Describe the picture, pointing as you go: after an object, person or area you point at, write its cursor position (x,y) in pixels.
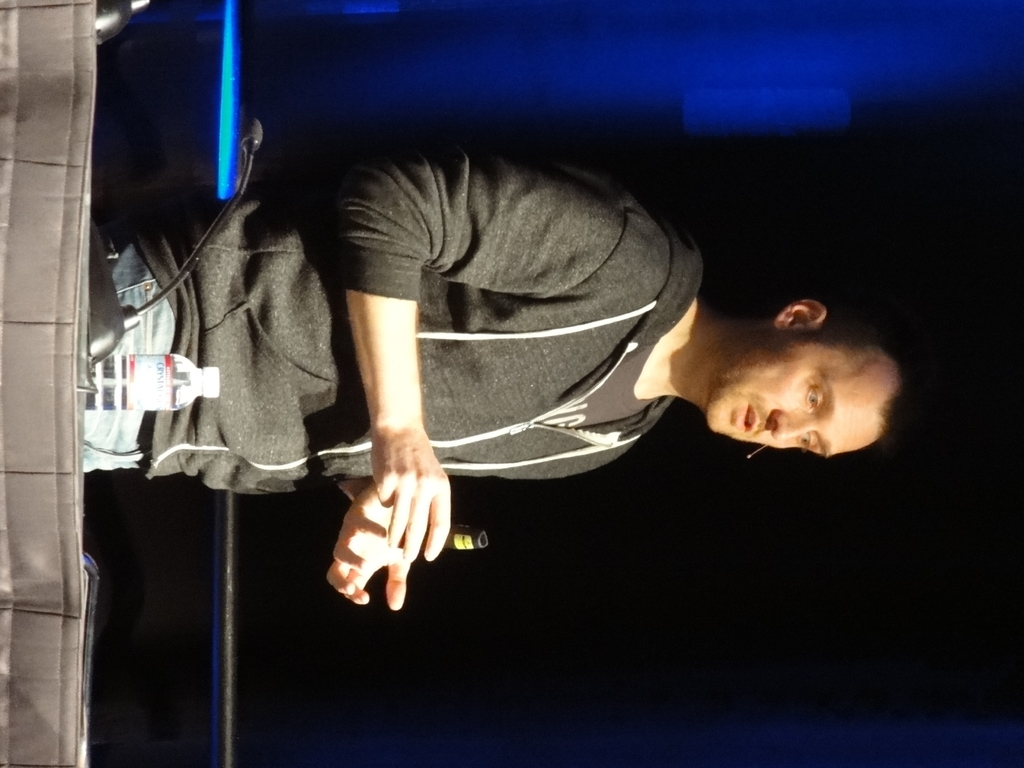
In this image we can see a man (759,439) speaking on a microphone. He is wearing a jacket (478,357) and he is holding something in his right hand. Here we can see the microphone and a water bottle (119,390) on the table (73,435).
